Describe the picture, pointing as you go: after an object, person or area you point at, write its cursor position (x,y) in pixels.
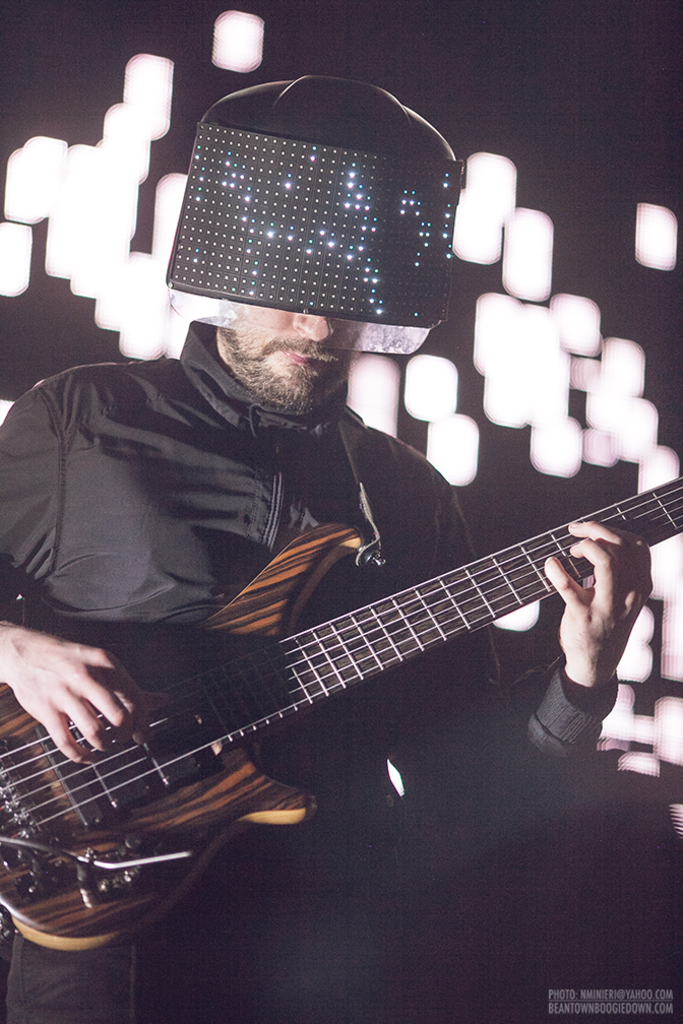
In this image I see a person (169,473) who is wearing a helmet (400,102) and is holding a guitar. In the background (679,748) I see the lights (474,254).
